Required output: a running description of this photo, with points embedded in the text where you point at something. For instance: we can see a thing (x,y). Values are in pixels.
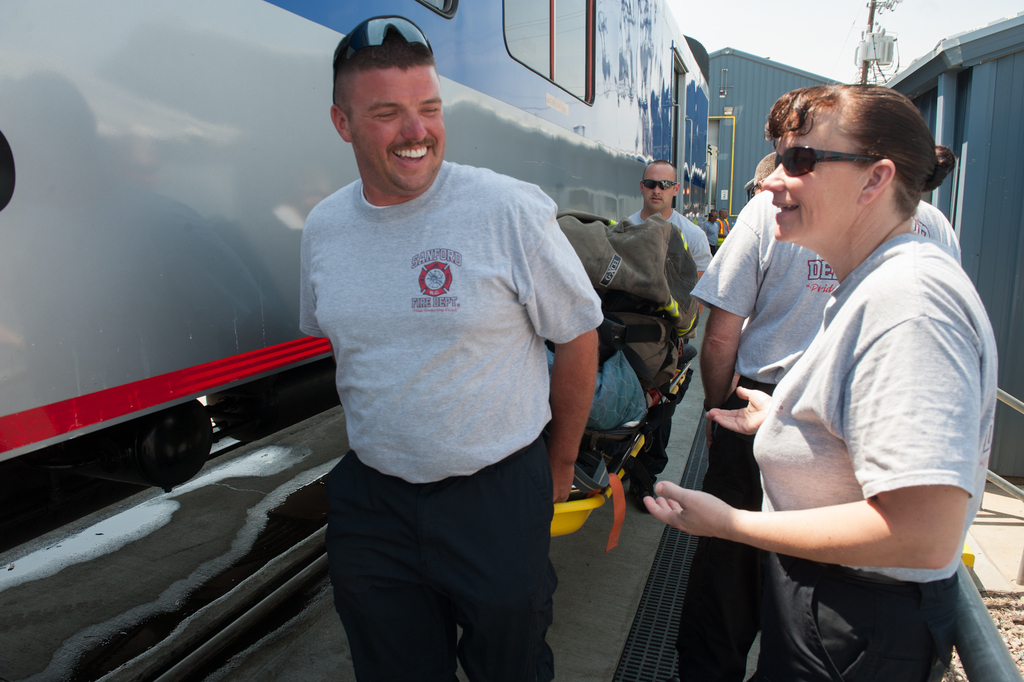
In the foreground of the picture (765,254) we can see people (584,315), stretcher (673,387) and other objects (603,287). On the left (126,132) we can see a locomotive (91,265). On the right (975,224) we can see railing (965,631), soil (1010,614) and construction (1008,137). In the background (749,112) we can see a shed (748,142) and people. At the top (795,28) we can see sky (852,37), cables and pole (872,47).
